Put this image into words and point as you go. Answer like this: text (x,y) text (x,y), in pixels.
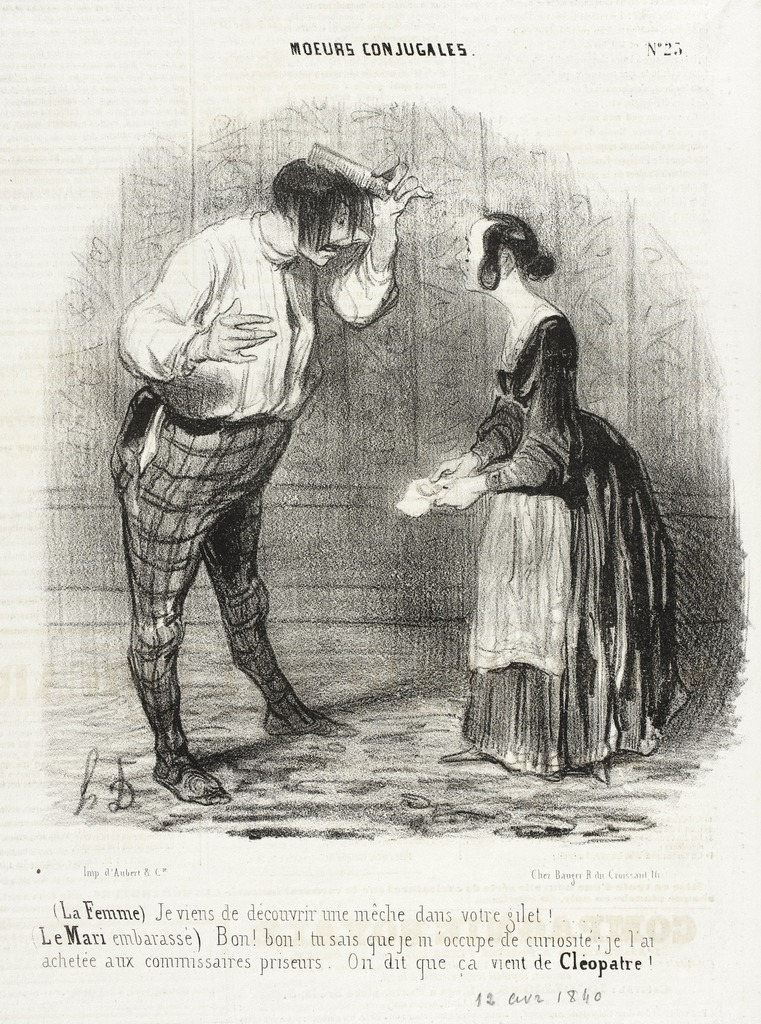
In this image in the center (264,448) there is a drawing (420,375) of one man (211,505) and one woman (607,436), and at the top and bottom of the image (231,963) there is text (498,910).
